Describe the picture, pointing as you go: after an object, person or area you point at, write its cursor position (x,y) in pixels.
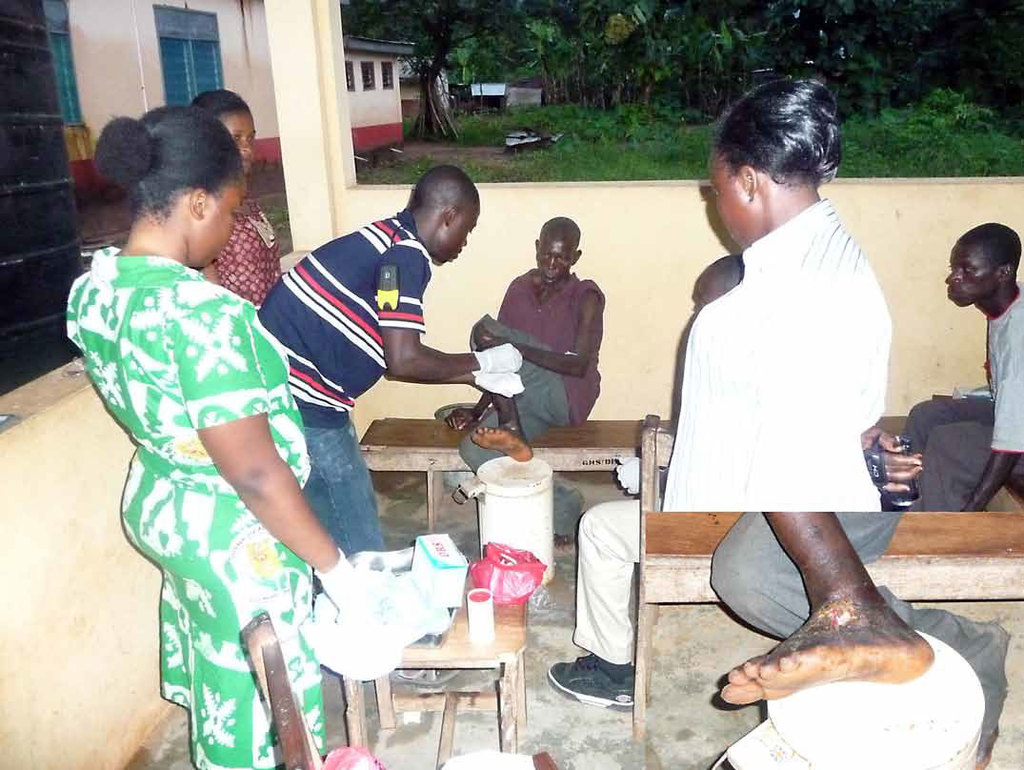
In the center of the image (476,464) there is a man (506,447) sitting on the bench (565,469). There is a table (440,740) placed before him. There are people (248,325) standing around him. On the left (109,43) there are buildings (237,69). In the background (615,67) there are trees (723,72) and grass (654,161).
